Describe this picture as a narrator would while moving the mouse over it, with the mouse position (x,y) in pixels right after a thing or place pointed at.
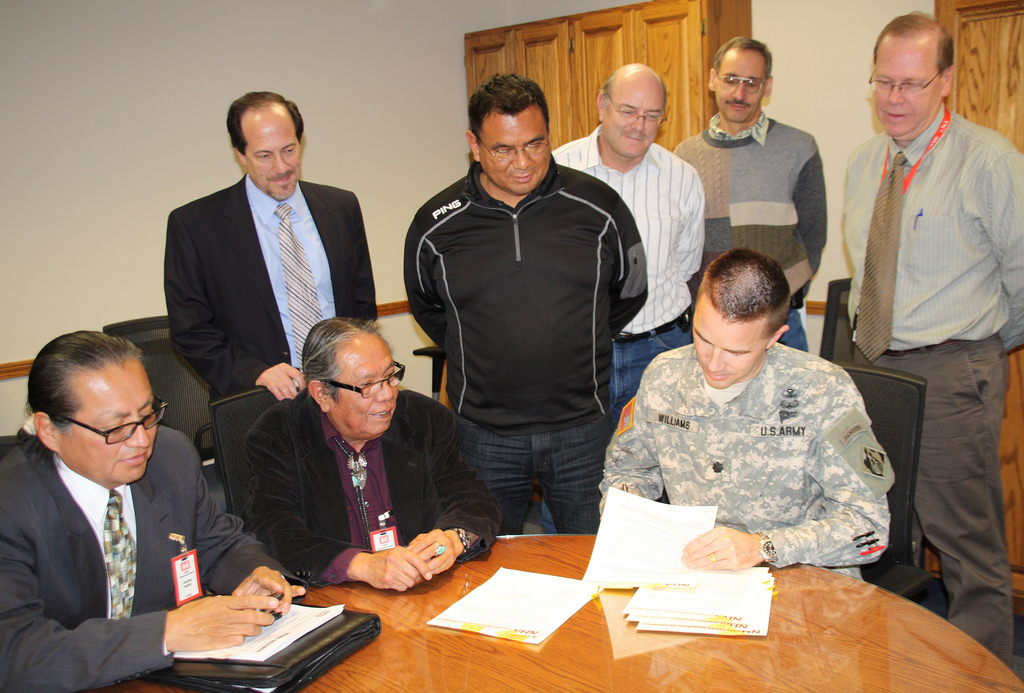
In this image we can see this person (814,435) wearing uniform (813,425) and these people (367,540) wearing blazers (251,569) and spectacles (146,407) are sitting on the chairs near the wooden table (599,673) where bag (321,655) and papers (623,542) are kept. In the background (277,298), we can see a few more people (1001,630) are standing, we can see the wooden cupboard (669,49) and the wall (137,110).
